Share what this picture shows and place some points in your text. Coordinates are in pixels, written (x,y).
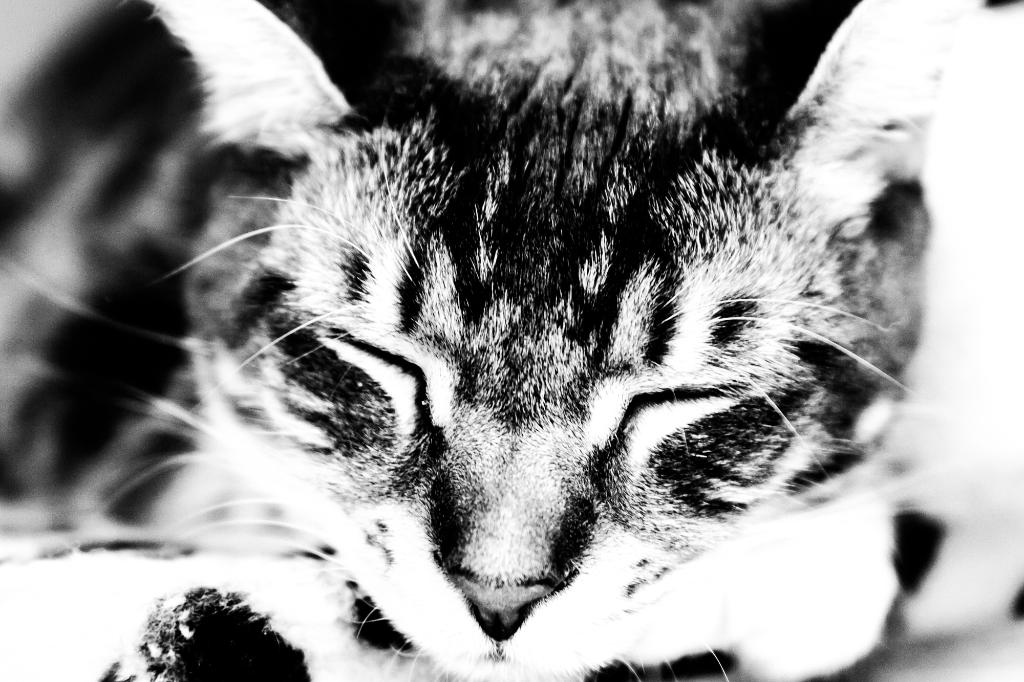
In this image I can see the black and white picture in which I can see a cat (519,401).
